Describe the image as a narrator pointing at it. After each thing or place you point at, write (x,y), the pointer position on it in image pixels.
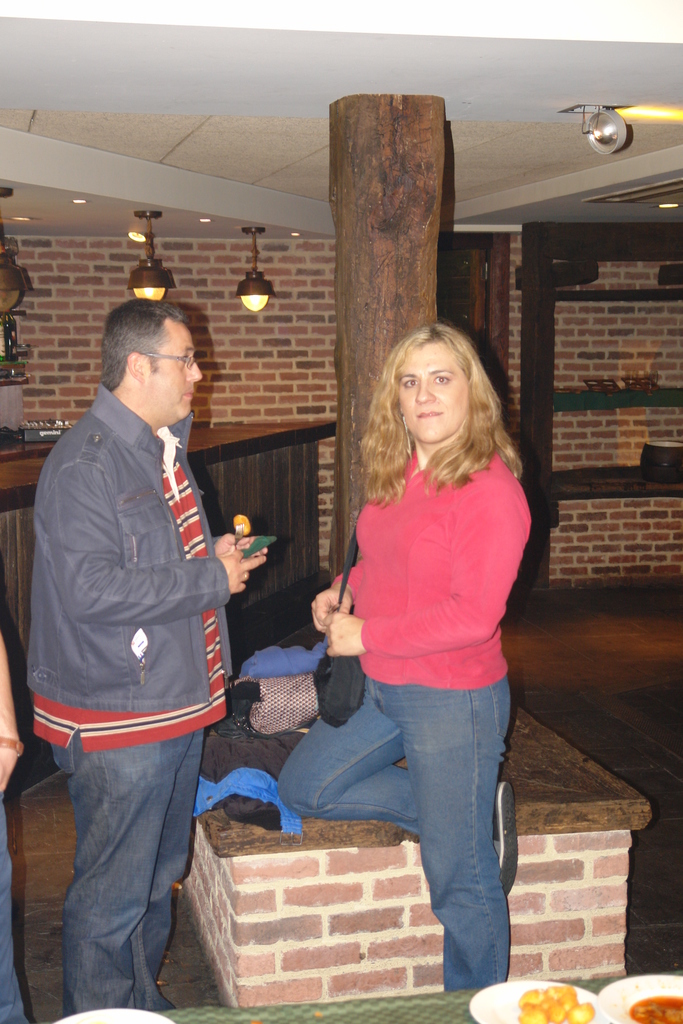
On the left side (155,440), there is a person (163,513) in a coat (112,707), standing in front of a woman (357,770) who is standing and keeping a knee (327,752) on the table (582,906). In front of them, there is a table (437,1003) on which, there are plates (644,975) which are having food items (668,1017). In the background (316,249), there are lights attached to the roof (391,80), a pillar (388,225) and a brick wall (332,287).
